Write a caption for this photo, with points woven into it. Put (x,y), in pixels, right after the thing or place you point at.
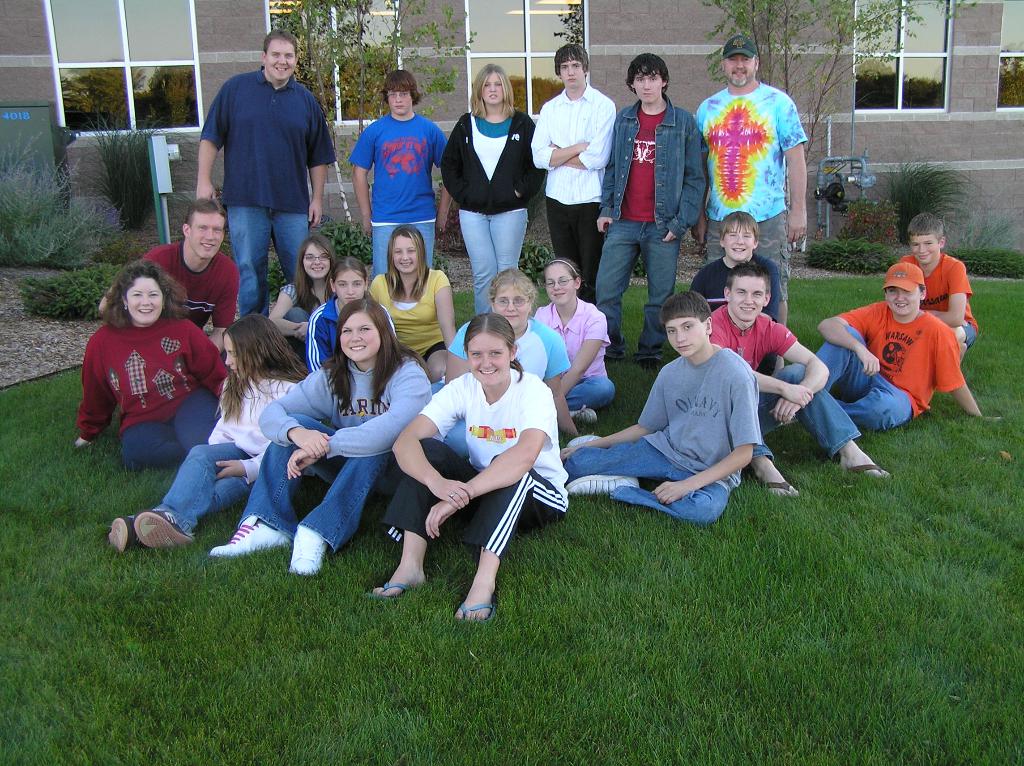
In the image there are boys (898,280) and girls (393,385) sitting on the grassland (324,627) and behind few people (434,199) standing in front of building (373,32) with trees (373,61) in front of it.
